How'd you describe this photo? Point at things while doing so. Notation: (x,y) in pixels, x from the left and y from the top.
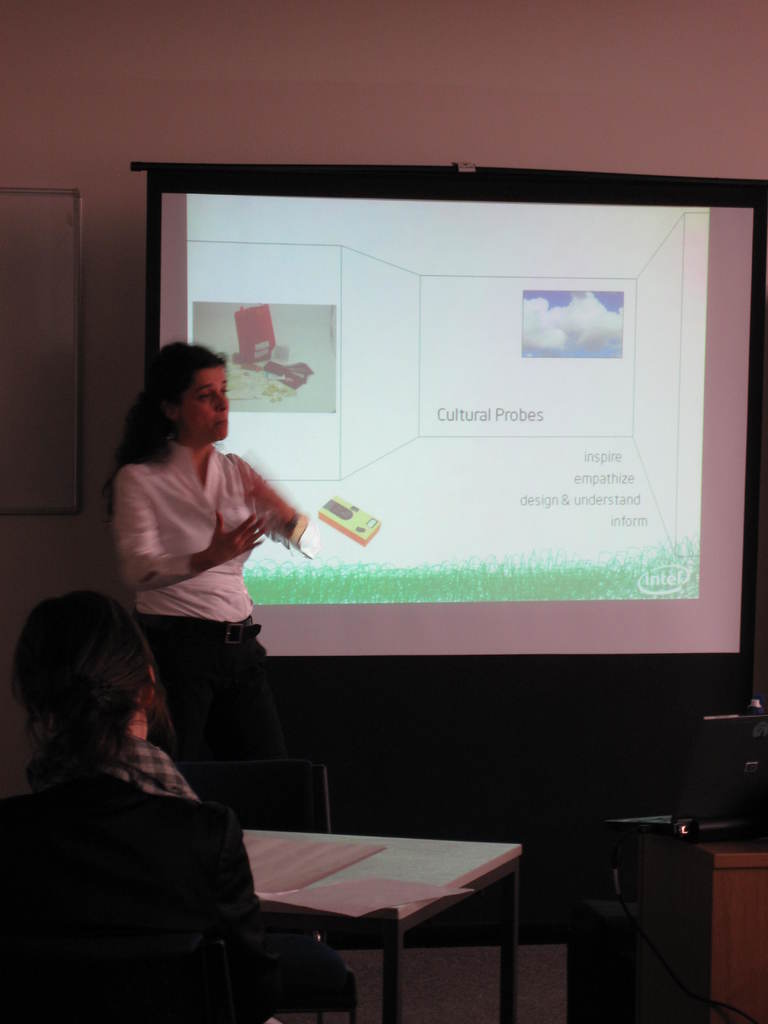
In the foreground of this picture (394,836), there is a woman (185,863) sitting on the chair (229,979) near a table (336,919) and few papers (307,864) are placed on the table (416,877) and on the right side of the image (700,944) there is a table (686,843) and a laptop (693,795) on it. In the background (213,621), there is a woman (228,504) in black and white dress (228,504) standing near a screen (589,317) and explaining something. Behind screen (182,260), there is a board (71,247) and the wall (331,91).
